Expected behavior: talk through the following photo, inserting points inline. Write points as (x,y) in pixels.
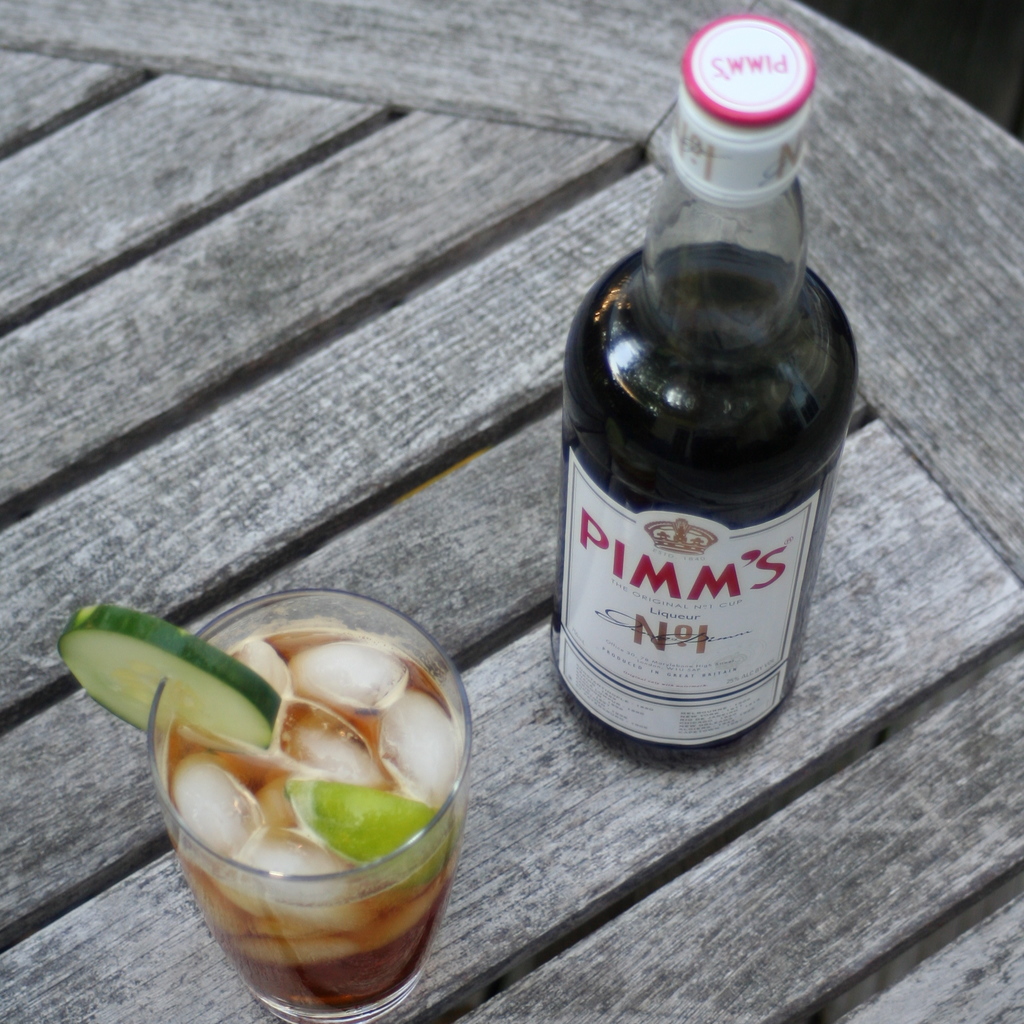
In this Image I see a bottle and glass (364,994) in which there are ice (421,737) and a vegetable slice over here.
